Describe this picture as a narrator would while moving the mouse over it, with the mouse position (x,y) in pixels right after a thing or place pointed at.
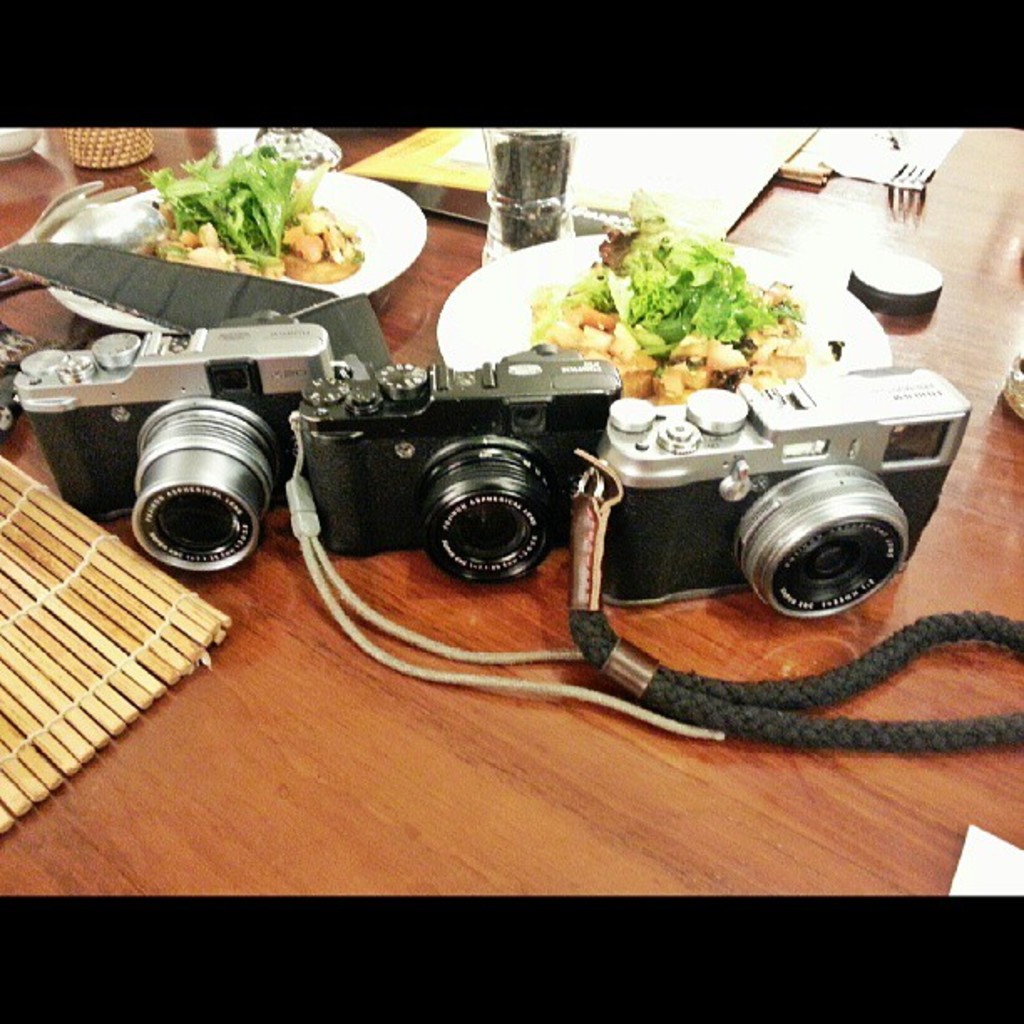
In this image I can see a table (331,817). On this table (270,517) there are three cameras (444,502), two plates (471,302) containing some food (550,314) in it, one glass (501,181), one fork (905,166) and some papers (789,156).
